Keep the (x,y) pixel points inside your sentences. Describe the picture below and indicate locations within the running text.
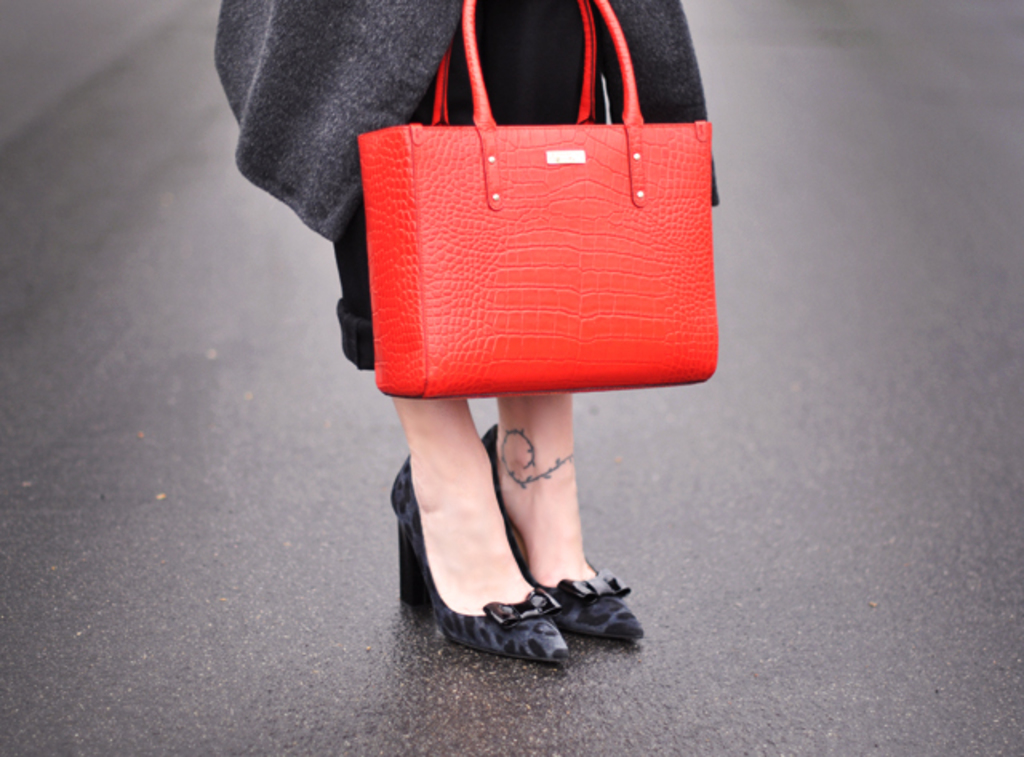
This image contains a person (310,2) wearing some shoes (411,526). There is a red bag (587,370). She is standing on the road (267,620).
